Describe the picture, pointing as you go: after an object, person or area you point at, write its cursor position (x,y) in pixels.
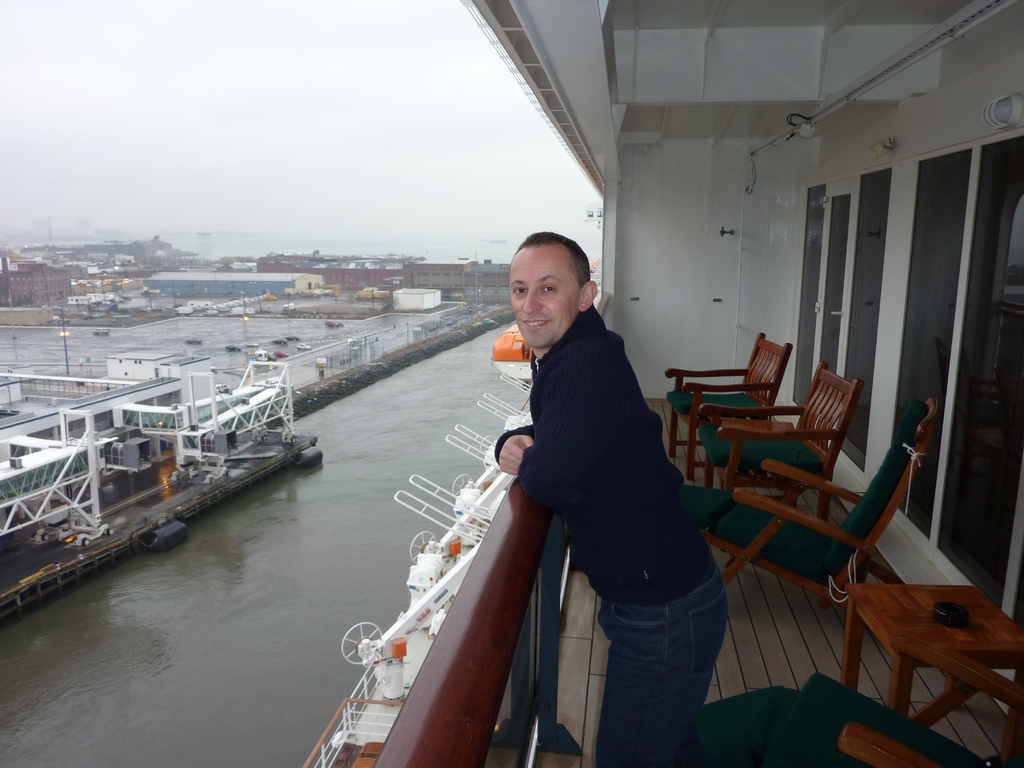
In this picture we can see a man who is standing on the floor (773,647). These are the chairs (865,752) and there is a table (920,632). Here we can see a door (835,319). This is water (304,554). On the background (351,120) there is a sky (325,85) and this is building (63,272).
